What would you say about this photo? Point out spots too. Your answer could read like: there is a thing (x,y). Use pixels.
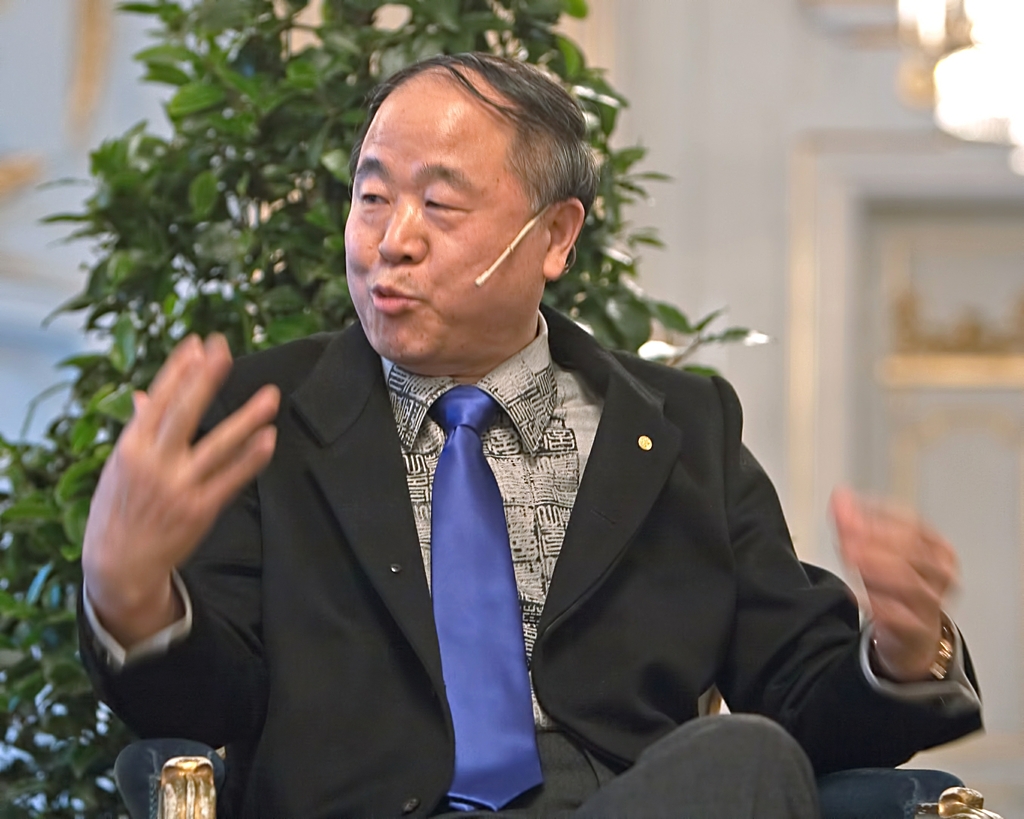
This image consists of a person (512,530), who is sitting. He is wearing a blazer (409,548) and tie (484,720). There is a plant (273,283) behind him.
